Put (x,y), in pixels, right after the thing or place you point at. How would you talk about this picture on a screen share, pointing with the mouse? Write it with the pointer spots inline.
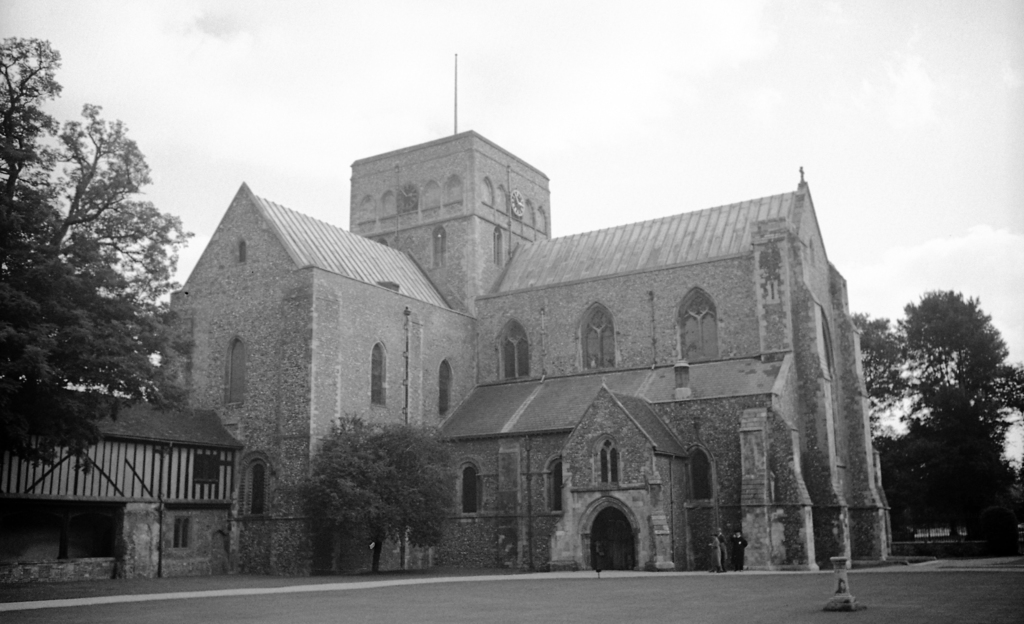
This is a black and white image. At the bottom of this image (573,602) there is a road (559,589). Here I can see a building (433,387) and trees (122,343). On the top of the image (797,116) I can see the sky (721,99).
